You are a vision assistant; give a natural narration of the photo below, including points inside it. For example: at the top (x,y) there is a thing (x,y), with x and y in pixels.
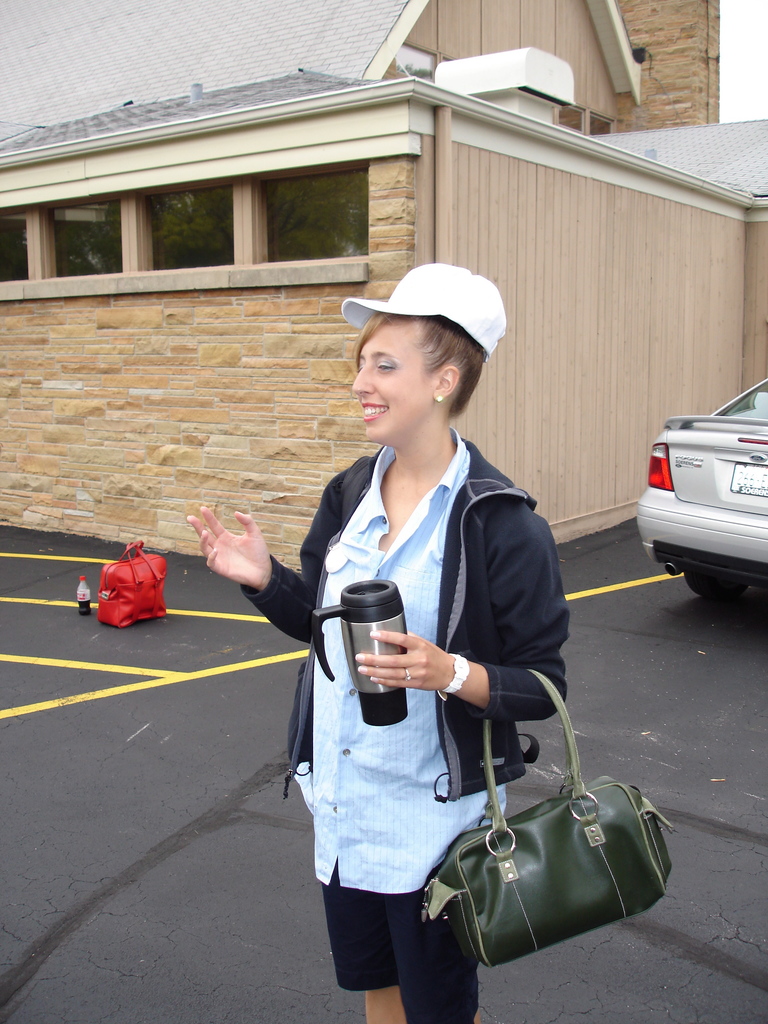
In the middle of the image (378,441) a woman (463,403) is standing and smiling and she is holding a cup (363,600). In the middle of the image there is a red color bag (127,589), Beside the bag (103,590) there is a bottle (82,611). At the top of the image (347,280) there is a building (539,11). Bottom right side of the image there is a car (763,427).
